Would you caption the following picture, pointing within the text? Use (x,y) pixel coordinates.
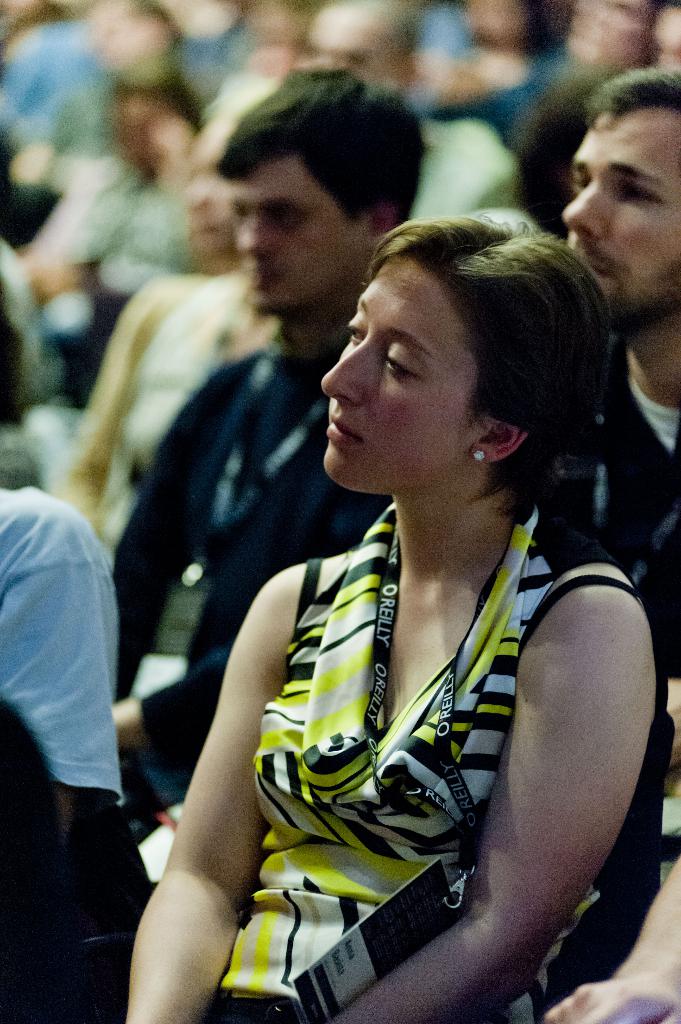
In this image a woman (423,664) is sitting on a chair (627,881). Behind her there are few persons (232,460) sitting. Right bottom there is a person hand (625,968) visible. Left side (3,494) there is a person (34,658) wearing a white shirt (46,627).
